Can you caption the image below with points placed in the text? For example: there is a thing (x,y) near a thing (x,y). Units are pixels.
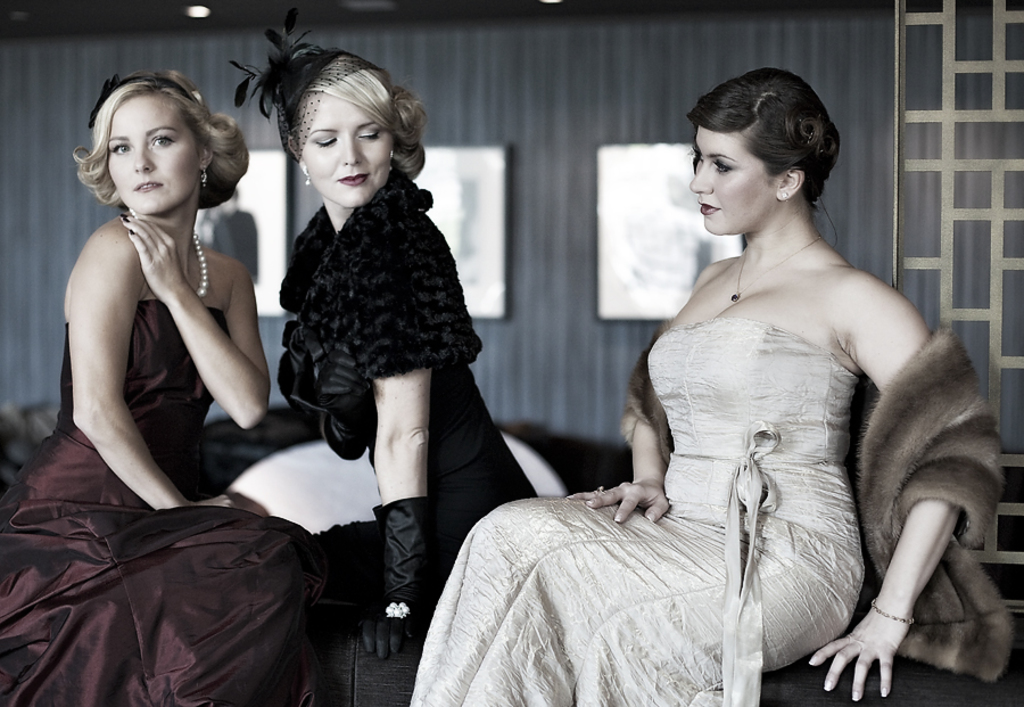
In this image we can see three women (669,507) sitting. On the backside (464,203) we can see some boards (434,167) on a wall (574,357) and a roof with some ceiling lights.
